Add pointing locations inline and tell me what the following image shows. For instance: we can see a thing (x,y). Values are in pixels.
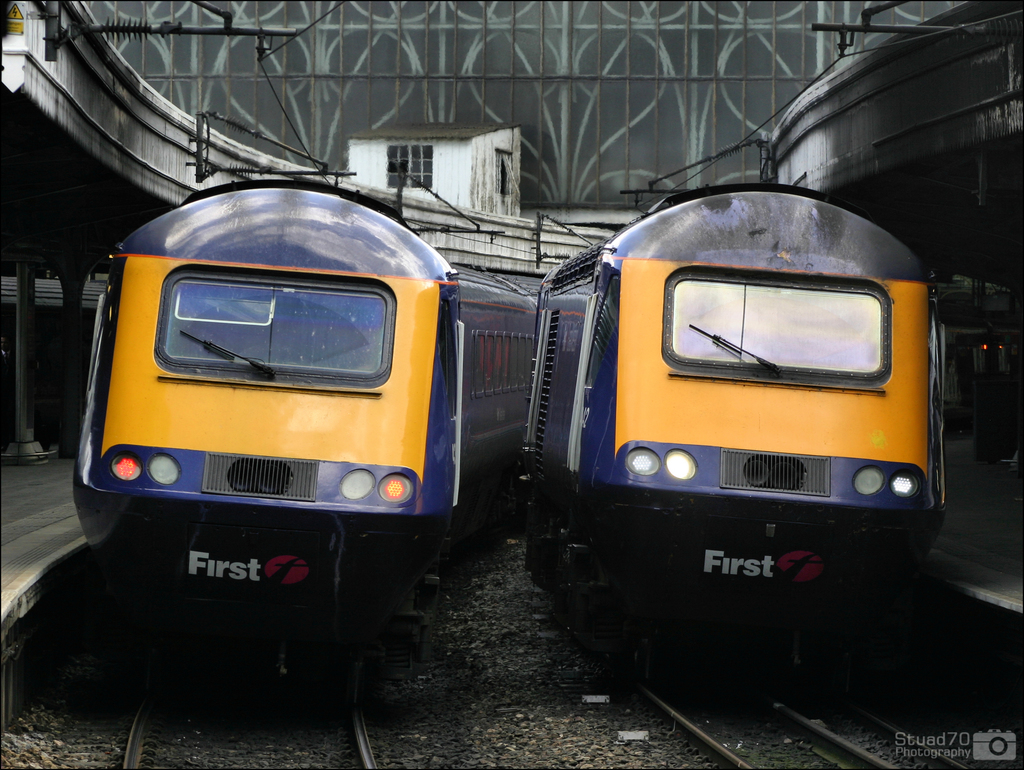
This image is taken in a railway station (281,8). On the left (40,415) and right sides of the image there are two platforms (969,551) with roofs (143,142). In the middle of the image (413,341) two trains (349,375) are moving on the tracks (316,729). In the background (562,131) there is a railing (412,85) and there are a few grills (471,73).
